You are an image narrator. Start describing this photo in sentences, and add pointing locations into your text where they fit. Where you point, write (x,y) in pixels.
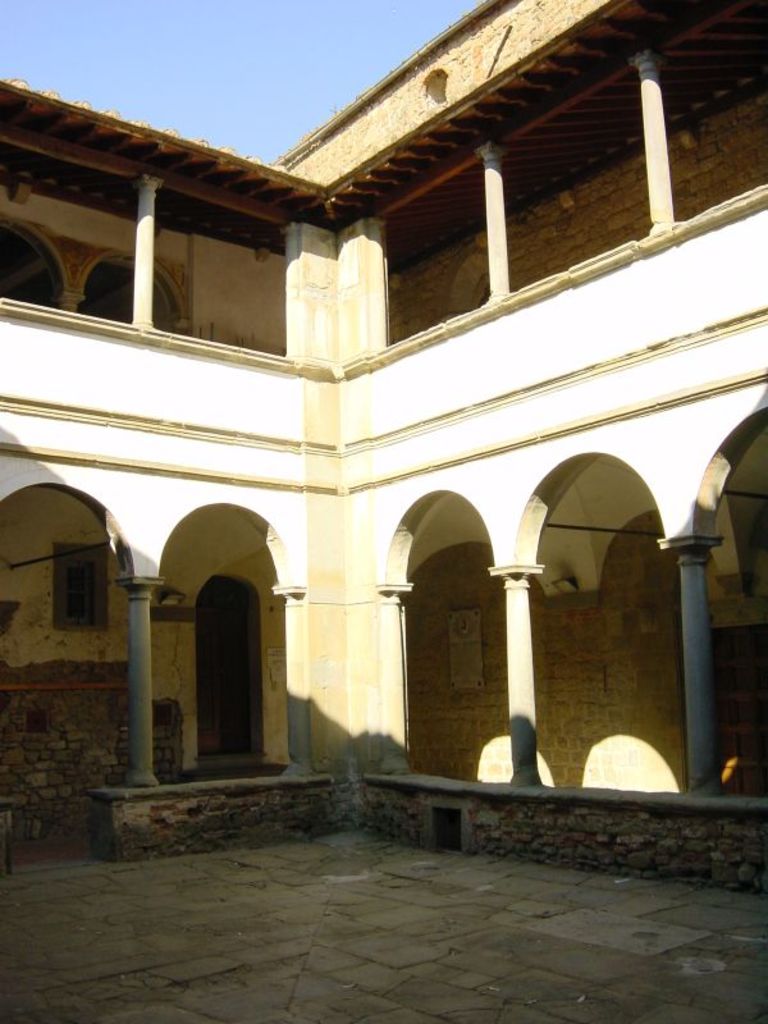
In the image we can see there is a building (281,391) and there are pillars (322,635). The wall (474,704) of the building (359,701) is made up of stone bricks (679,701) and there are stone tiles (355,903) on the ground (316,909). There is a clear sky (278,27).
